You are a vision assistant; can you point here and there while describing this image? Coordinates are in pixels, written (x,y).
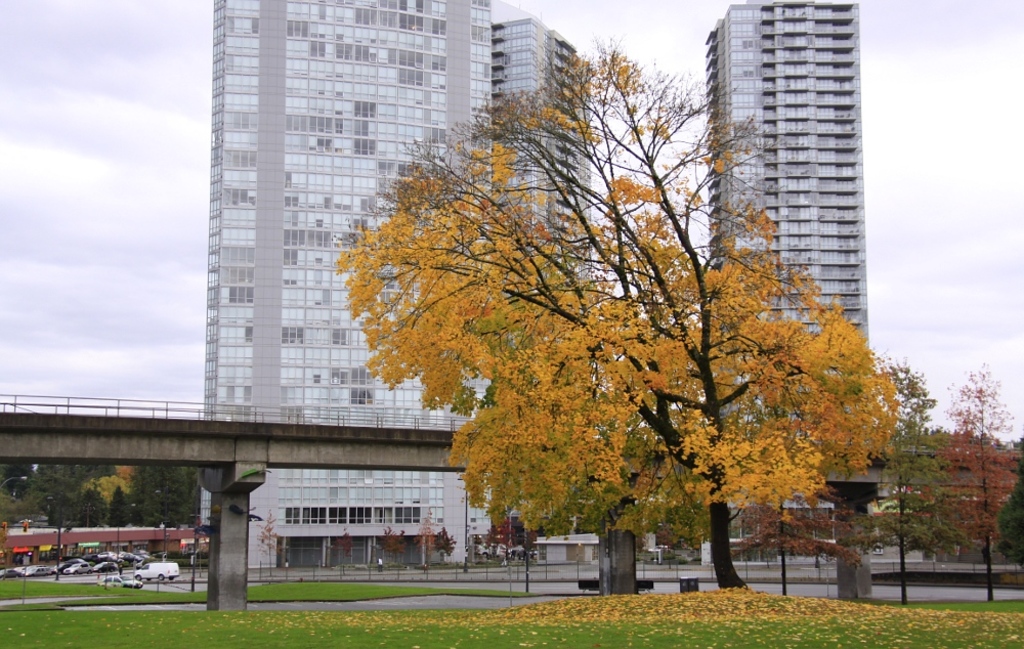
In this picture, I can see buildings (432,413) and few cars (67,566) parked on the left side of the picture (142,588) and I can see a bridge (47,453) and few trees (805,407) and grass (251,611) on the ground (77,582) and a cloudy sky (954,91).
